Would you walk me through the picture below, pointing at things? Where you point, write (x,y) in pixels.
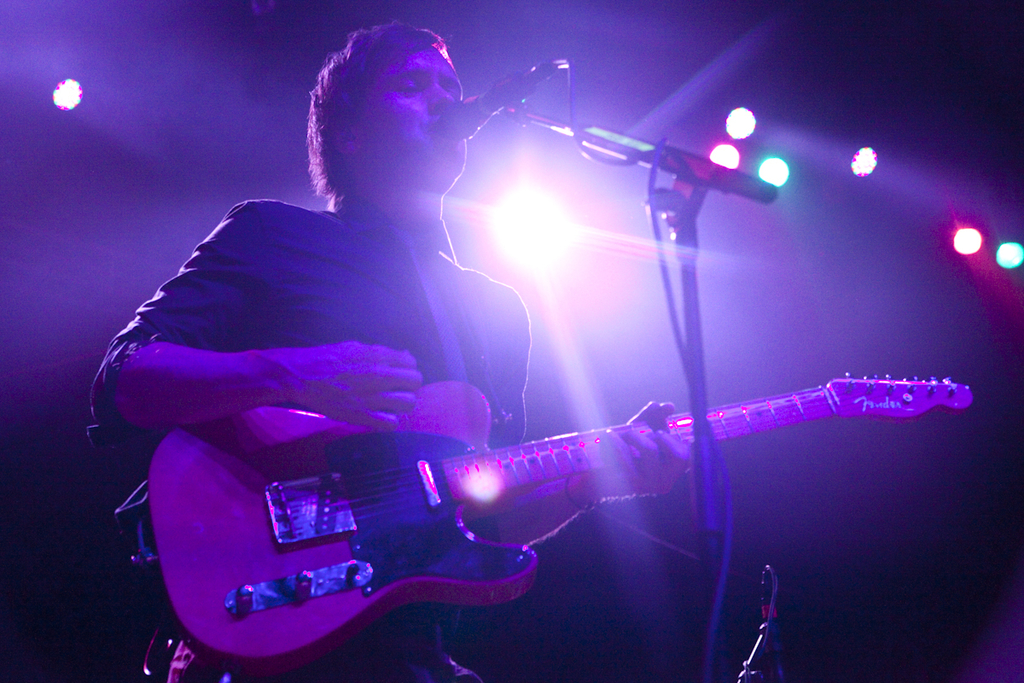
This picture describe about a man (417,113) giving the live musical performance on the stage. A man (372,262) wearing black shirt (254,301) is playing the guitar (348,478) and singing in the microphone (464,119). On the top (781,174) we can see some spotlight (729,116).
